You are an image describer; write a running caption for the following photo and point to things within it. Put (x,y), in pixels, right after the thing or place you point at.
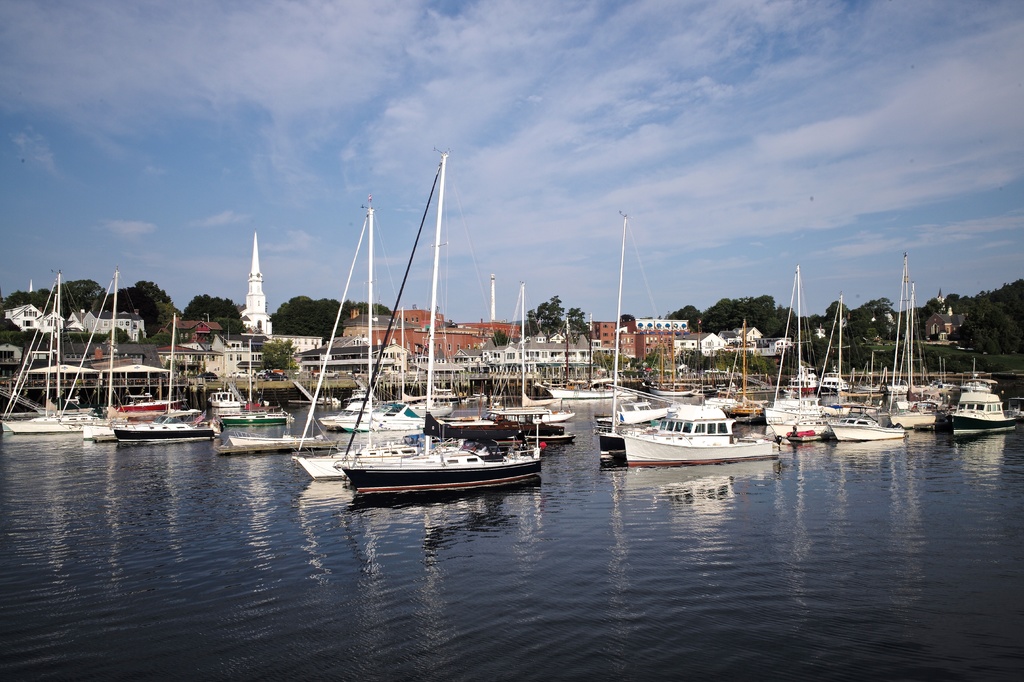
In this image we can see ships (479,446) and boats (405,454) on the water (232,461), buildings (421,330), trees (813,324) and sky (344,156) with clouds (613,171).
